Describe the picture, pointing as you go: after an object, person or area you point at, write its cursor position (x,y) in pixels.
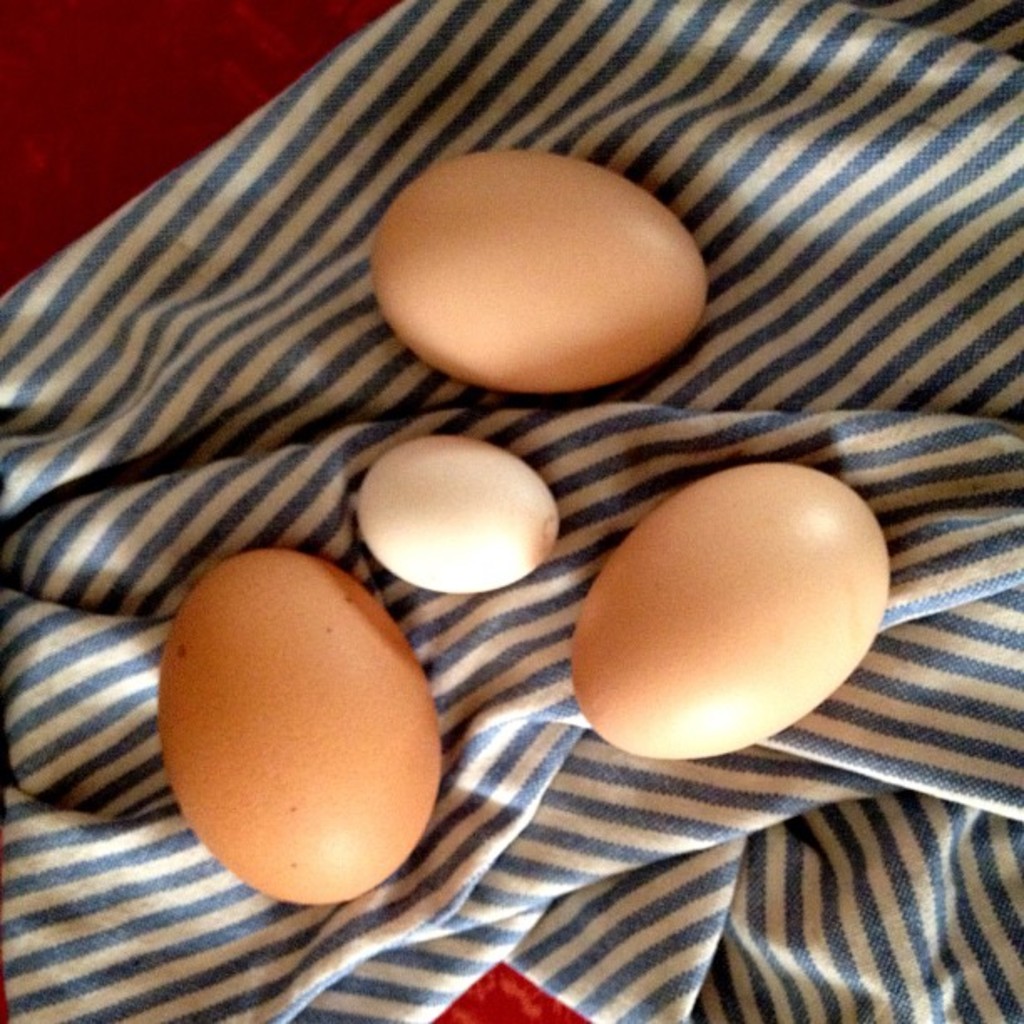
In the image we can see there are four eggs (502,505) kept on the cloth (585,818).
